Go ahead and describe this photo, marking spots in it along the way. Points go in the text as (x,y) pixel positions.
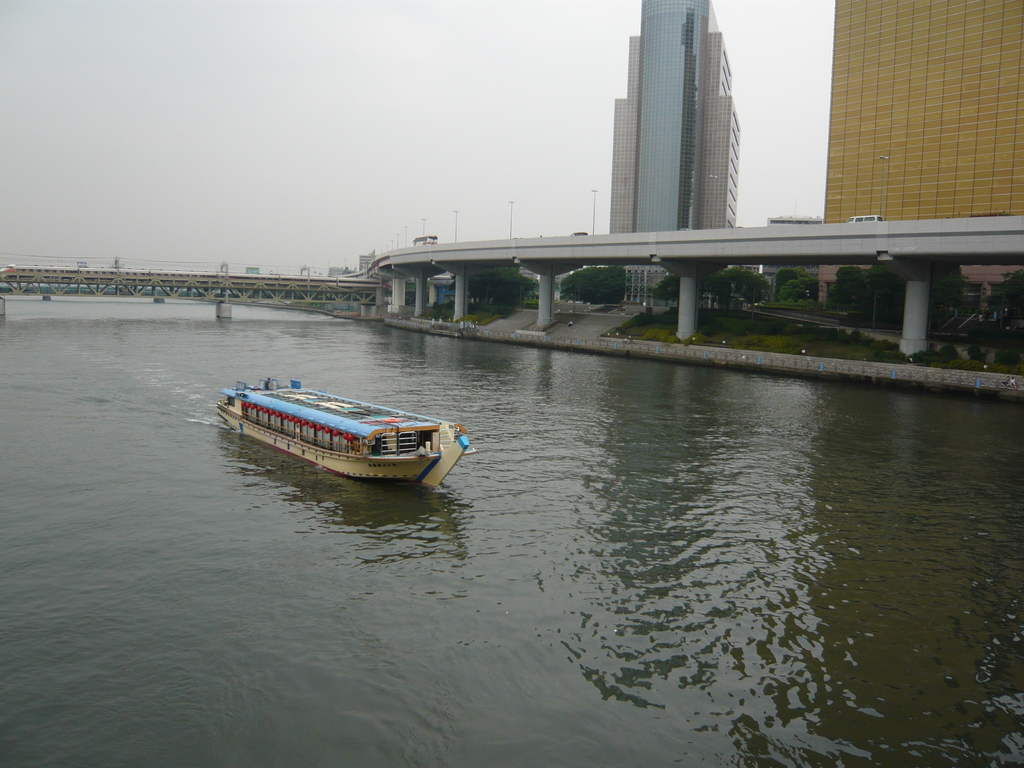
In this image we can see a barge (382,471) in a large water body (484,574). We can also see the bridge (224,309) and some vehicles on a fly over (898,245) which is build with stone pillars (542,311). We can also see some grass (733,346), lights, a group of trees (577,284), some poles (753,300), buildings (701,227) and the sky (500,160) which looks cloudy.
